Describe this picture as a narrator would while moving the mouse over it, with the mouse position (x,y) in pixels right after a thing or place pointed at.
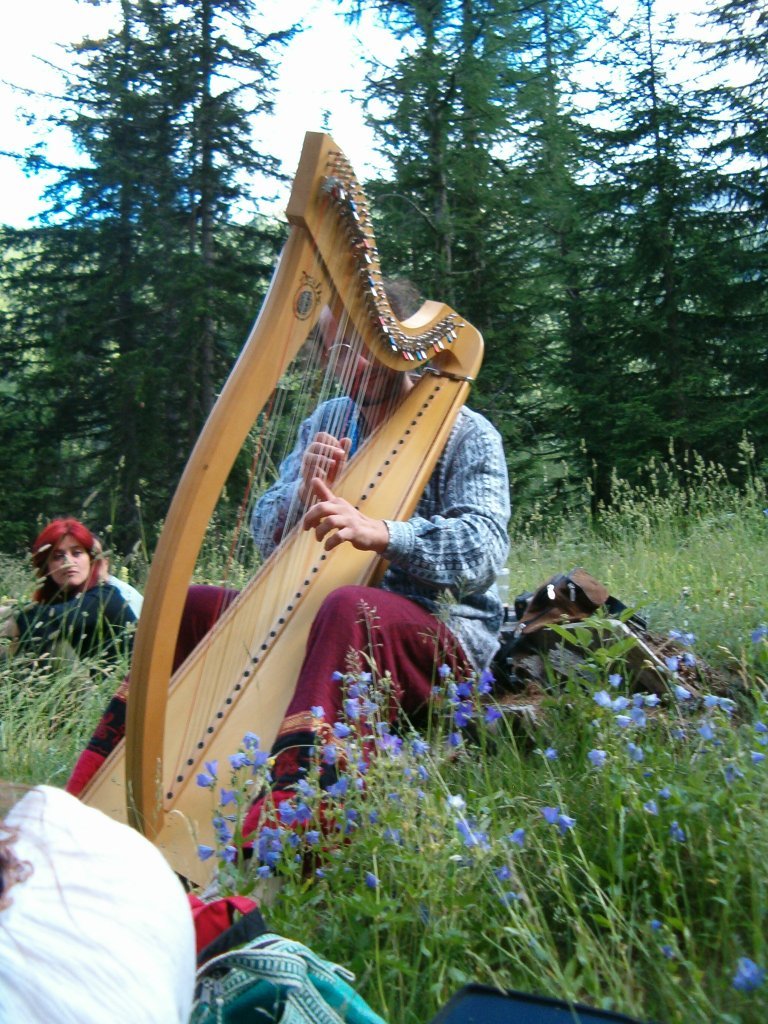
In this image I can see few plants (576,856), few flowers (485,846) which are purple in color, few bags (289,993), a person (452,627) sitting and holding a musical instrument (352,494) and another person (88,611) sitting. In the background (321,74) I can see few trees (39,296) which are green in color and the sky (344,149).
